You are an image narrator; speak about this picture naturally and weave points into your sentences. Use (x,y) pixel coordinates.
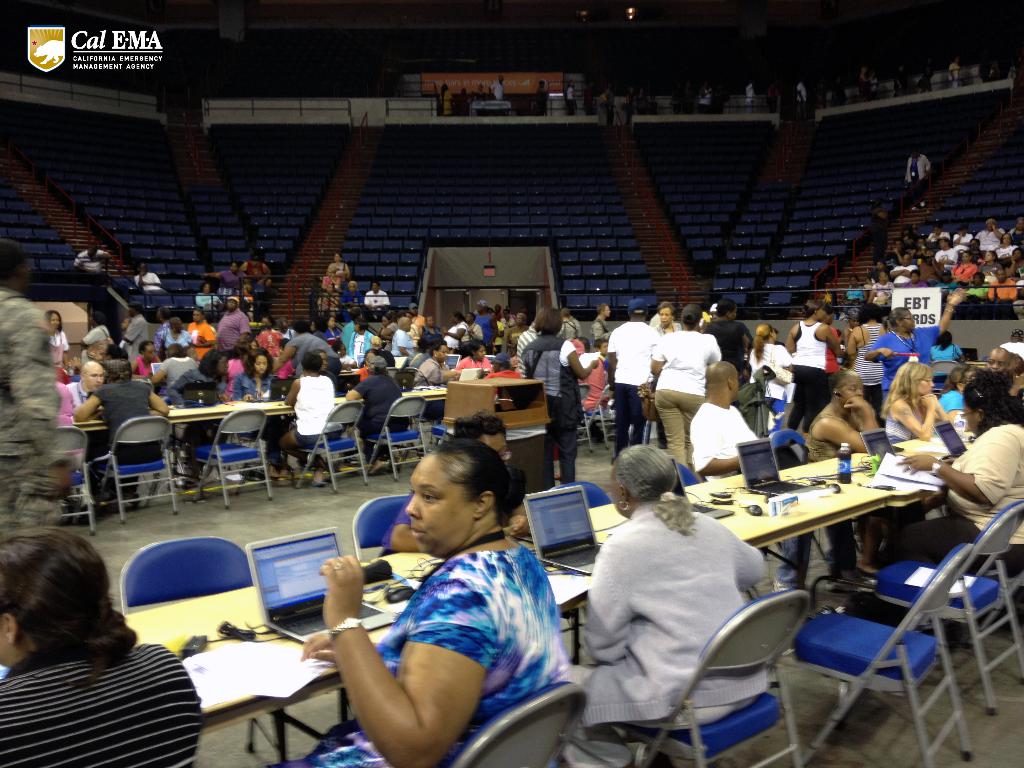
Most of the persons (479,532) are sitting on a chair (124,425). On this table (261,620) there are laptops (299,549), bottle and papers (266,658).
